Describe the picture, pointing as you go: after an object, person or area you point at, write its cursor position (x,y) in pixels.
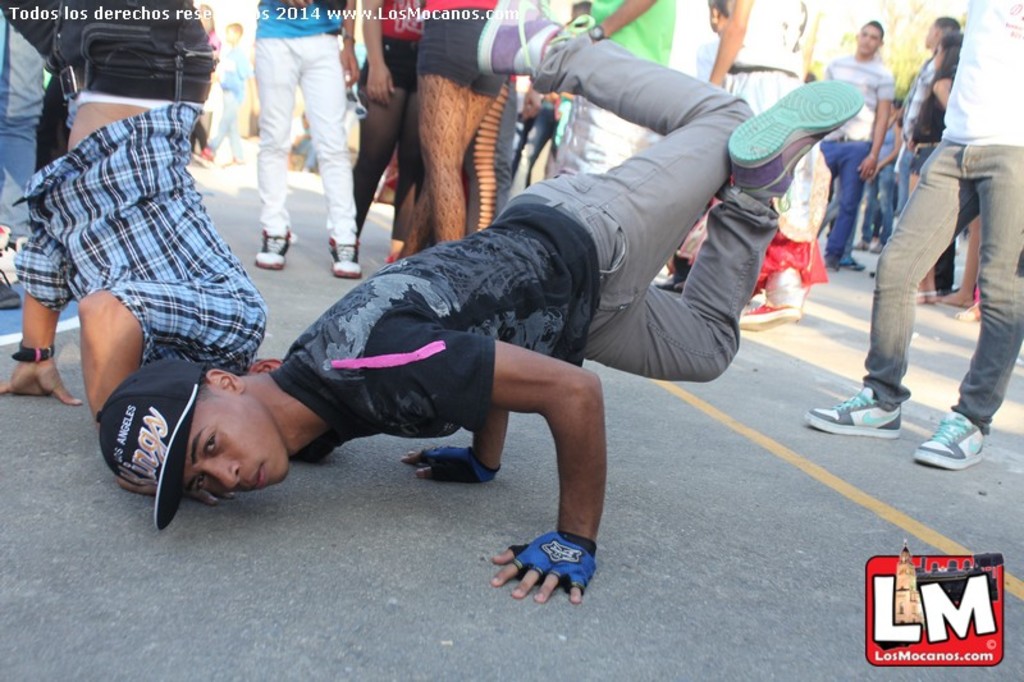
In this image in front (34,298) there are two people (496,26) performing the somersault. Behind them there are a few other people (963,391) standing on the road (798,457). In the background of the image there are trees (810,26). There is some text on the top of the image (340,11) and on the right side of the image (979,593) there is a logo (891,600).
